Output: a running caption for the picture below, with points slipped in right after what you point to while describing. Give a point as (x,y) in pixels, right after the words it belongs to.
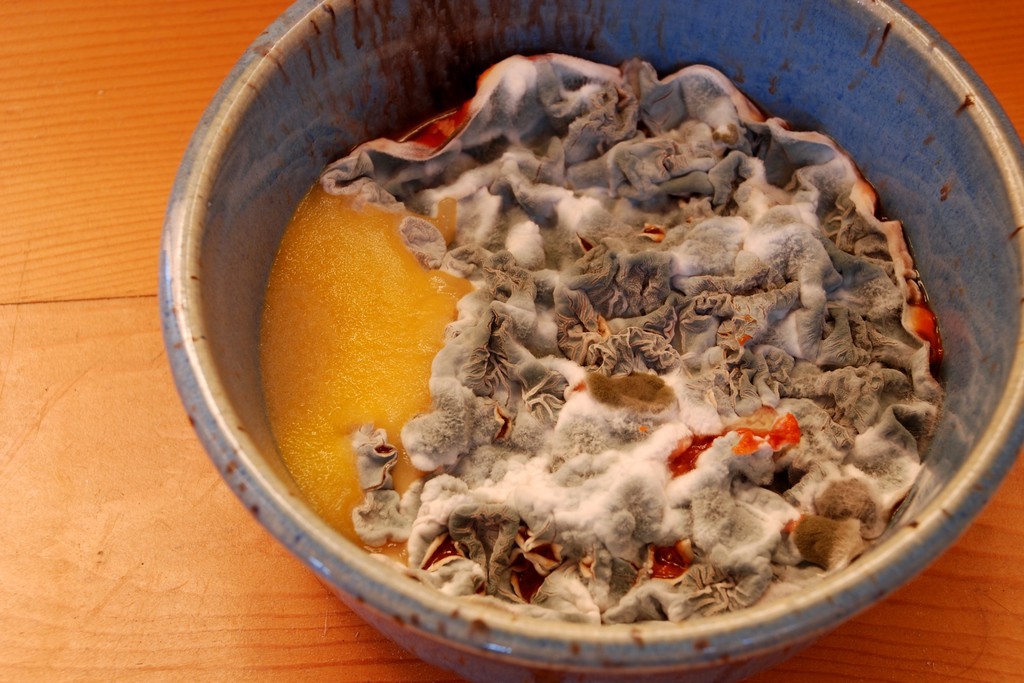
In this picture I can see a moldy food item (447,298) in a bowl (217,100), which is on the wooden board (167,125).
